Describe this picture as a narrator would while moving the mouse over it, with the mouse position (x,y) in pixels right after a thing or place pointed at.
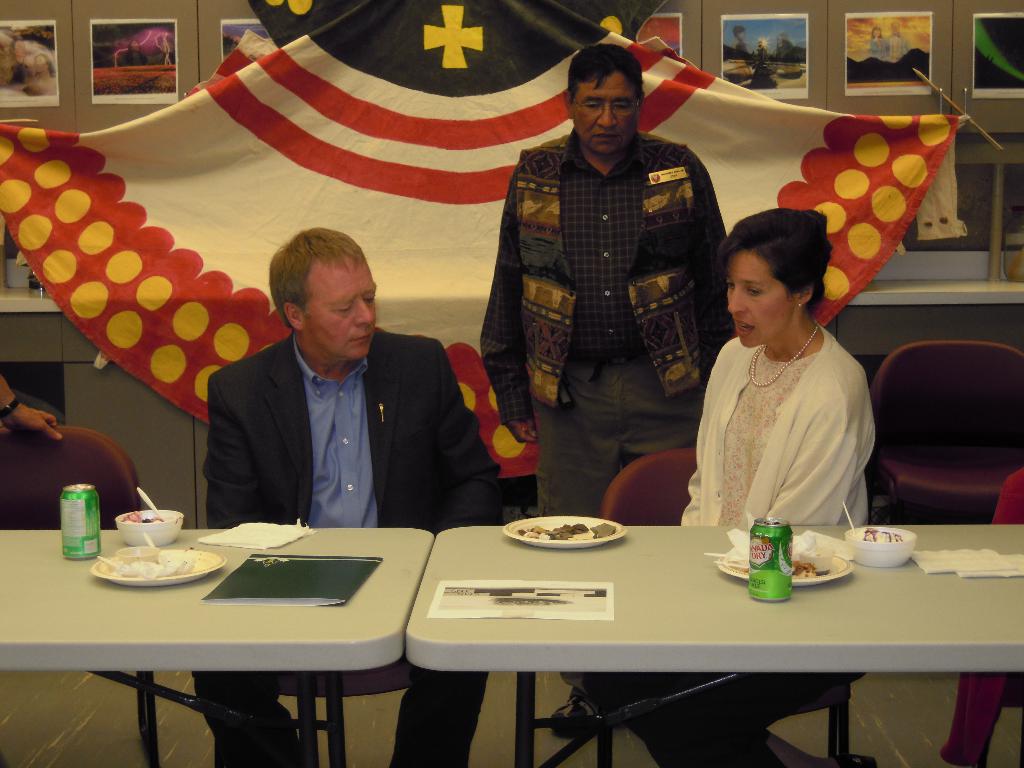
The picture might be taken in a meeting. In the foreground of the picture (356,549) there are two tables (602,566), on the tables (830,584) there are plates (742,574), bowls (897,543), tins (761,546) and papers (493,595). In the center of the picture (353,312) there are two people (748,492) sitting in chairs (641,483). In the background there is a flag (259,113). On the top (67,44) there is a wall (78,23) and there are posters (860,61) attached to the wall (66,54). In the center of the picture (549,328) there is a man (617,258) standing.
